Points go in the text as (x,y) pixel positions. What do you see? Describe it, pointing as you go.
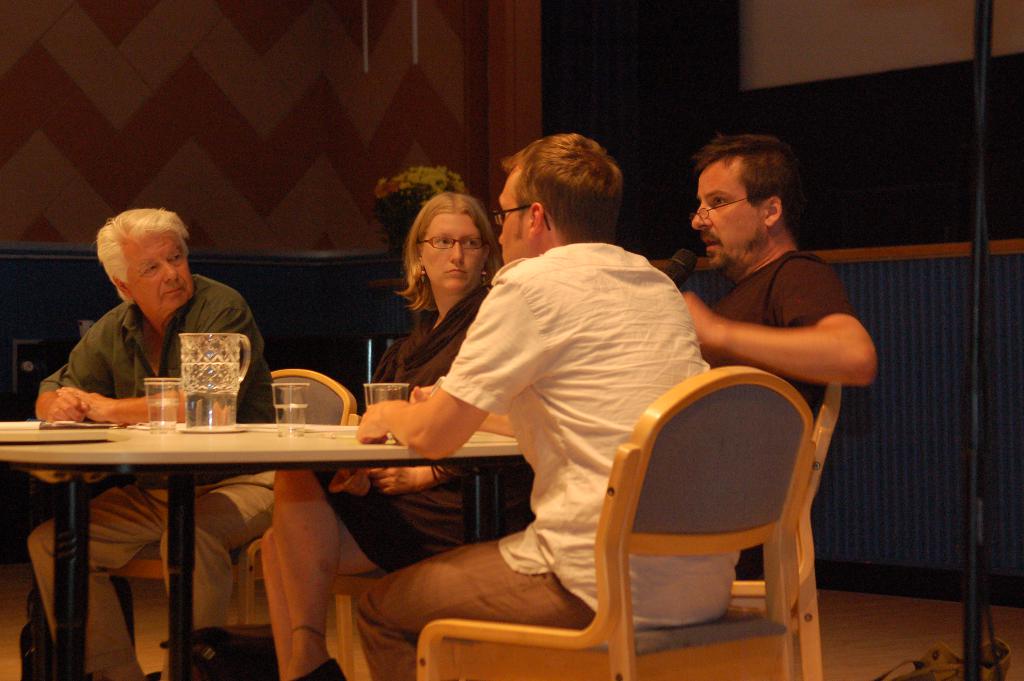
In this image I can see four people (501,344) are sitting on the chairs (626,579) in front of the table (320,451) on which few glasses (294,406) are placed. In the background (293,151) there is a wall (891,154). On the right side (981,549) there is a pole (969,513).
